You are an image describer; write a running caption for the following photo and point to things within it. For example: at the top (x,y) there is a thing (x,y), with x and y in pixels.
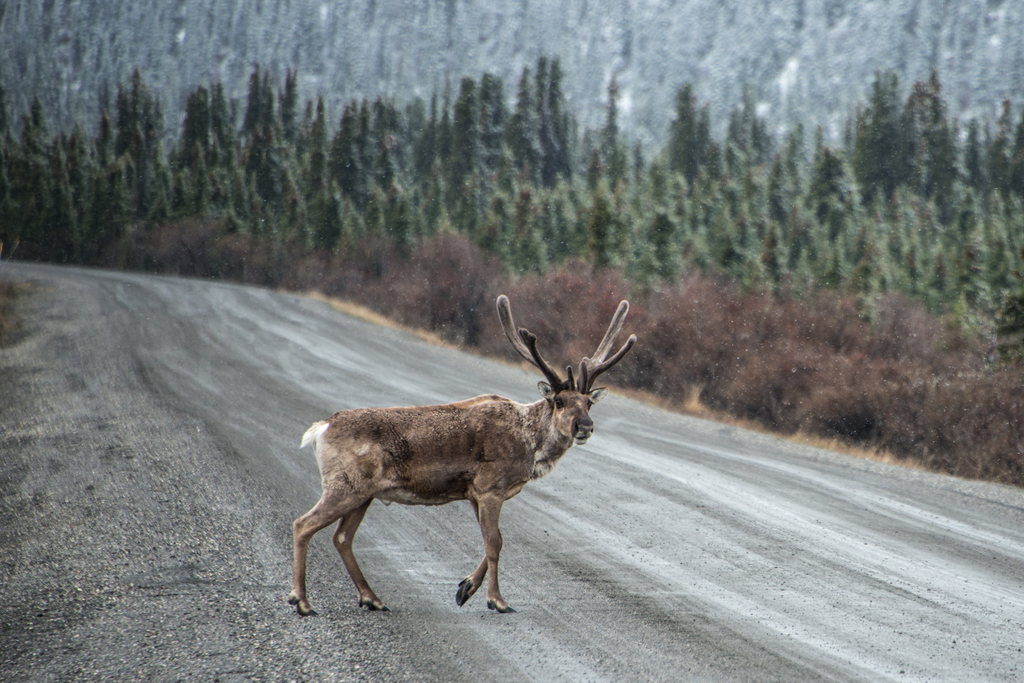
In this picture there is a deer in the center of the image (517,450) and there are trees (358,119) in the background area of the image (472,119).
